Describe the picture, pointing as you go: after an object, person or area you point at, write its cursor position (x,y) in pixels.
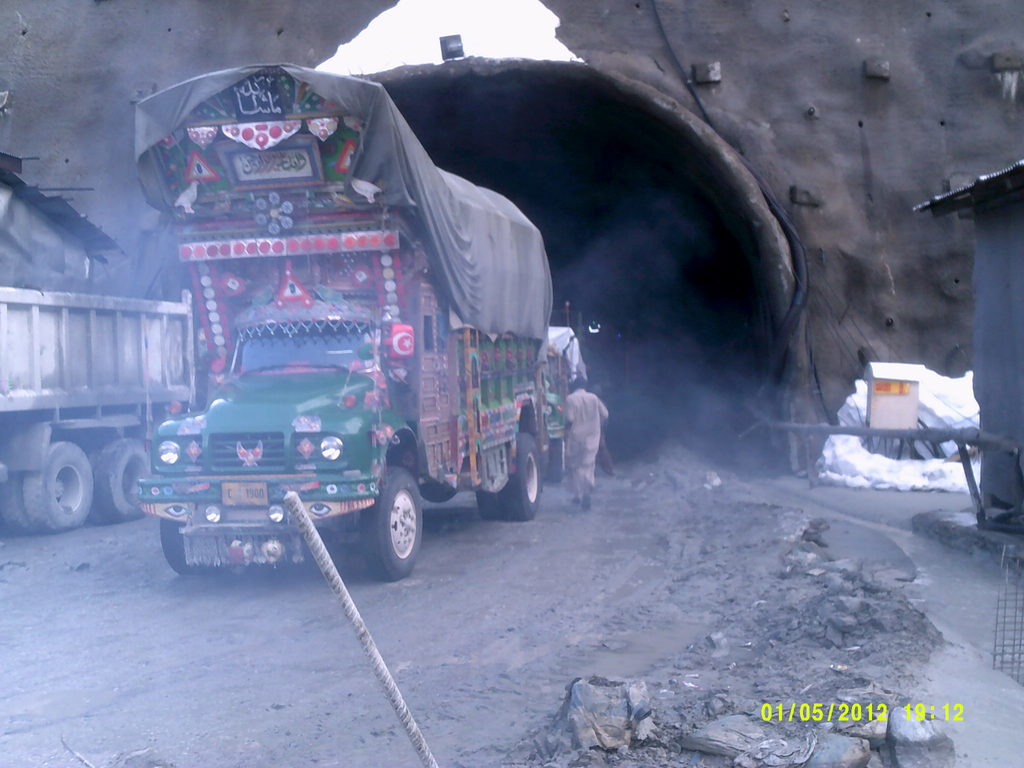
In this image there is the sky (454,23) towards the top of the image (409,18), there are walls (732,102), there is a light (458,48), there are vehicles (321,353) on the road (624,649), there is a man (573,479) walking, there is a building (985,340) towards the right of the image (996,385), there is an object (995,435) towards the right of the image (1007,624), there are numbers (854,707) towards the bottom of the image (839,706), there is an object (335,582) towards the bottom of the image (351,609), there is a building (83,262) towards the left of the image (37,225), there are objects (596,706) on the ground (718,588).
